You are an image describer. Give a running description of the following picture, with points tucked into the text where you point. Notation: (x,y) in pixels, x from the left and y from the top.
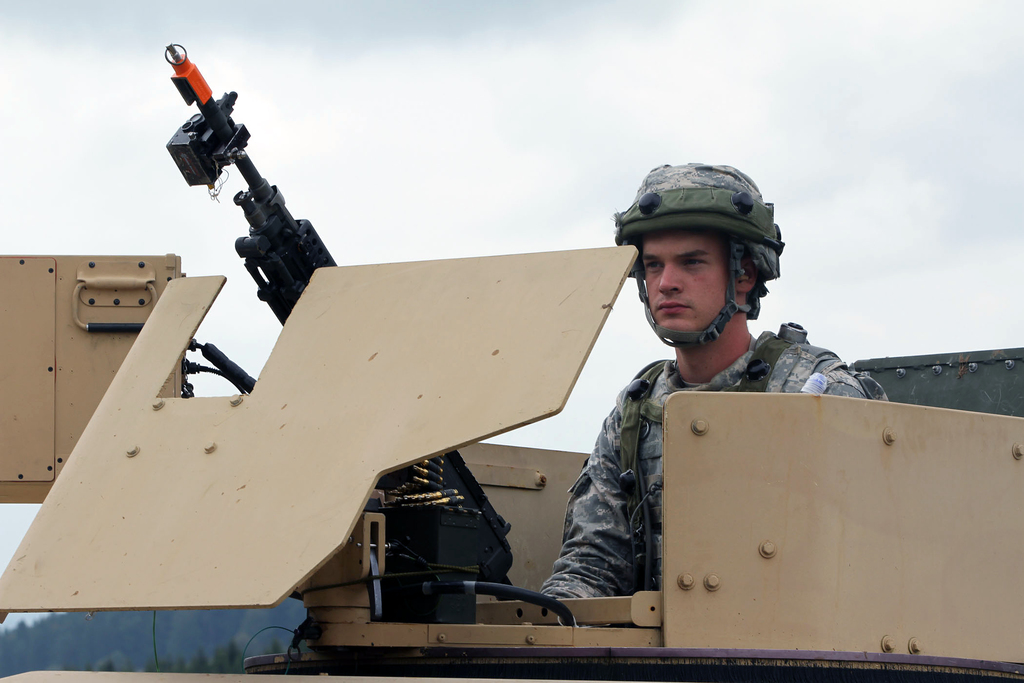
In this image there is a person (680,337) standing on the top of the army tank (524,459). In front of him there is a gun (247,247). At the background (403,175) there is sky (440,111).
